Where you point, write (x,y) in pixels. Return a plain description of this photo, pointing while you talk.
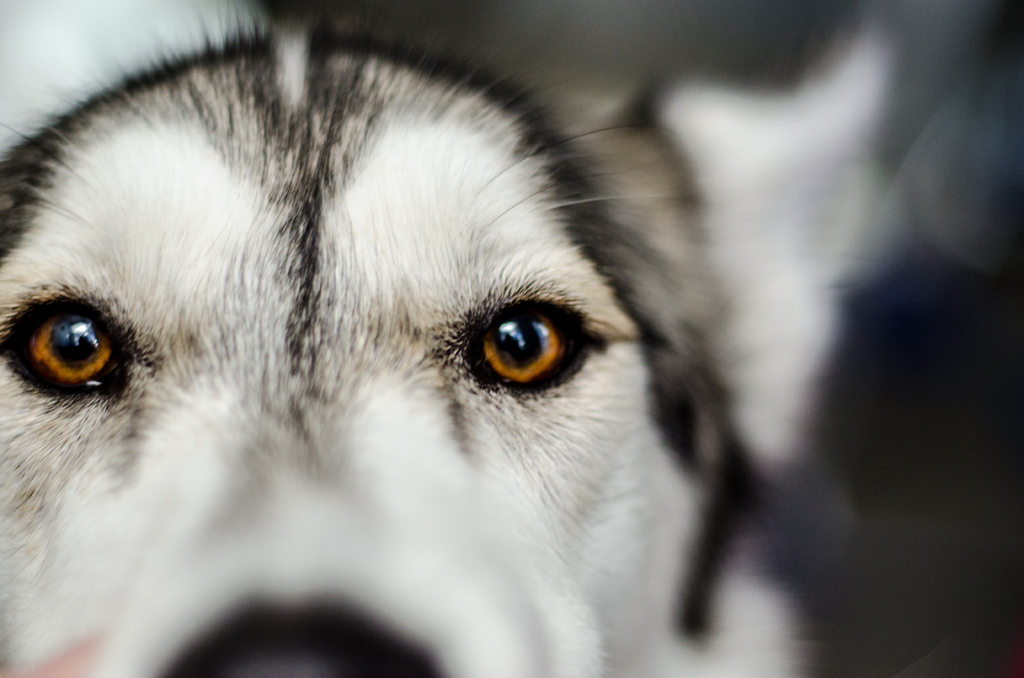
In this picture we can see a dog's face (427,546) in the front (319,335), we can see a blurry background (947,56).
